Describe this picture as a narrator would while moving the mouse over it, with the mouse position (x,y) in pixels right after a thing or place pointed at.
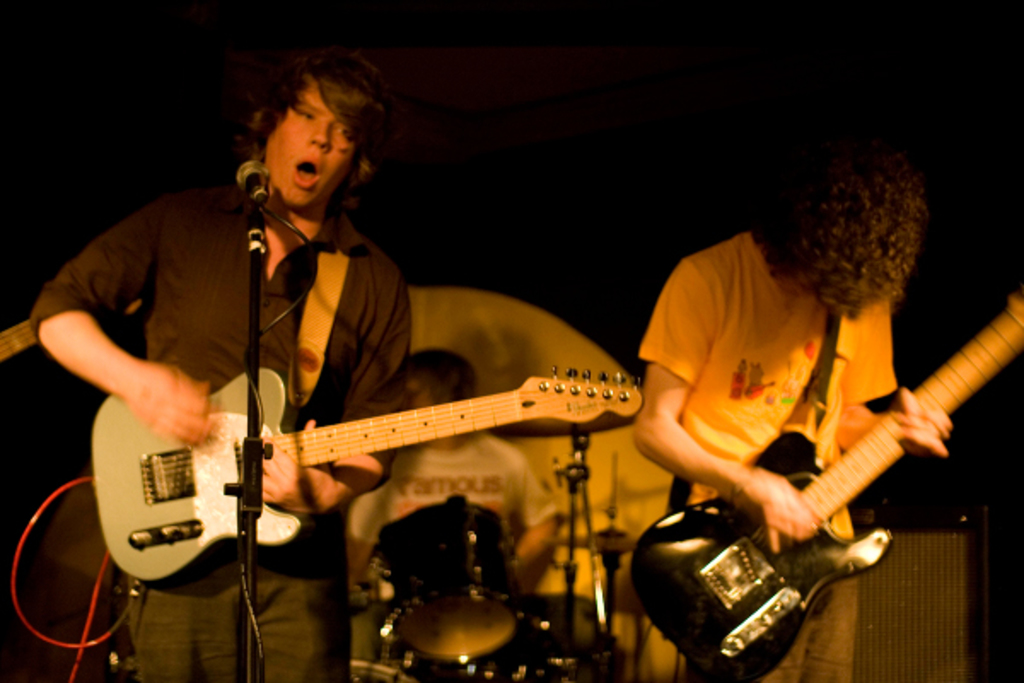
In this picture we can see two persons (708,389) are playing guitar (696,585). This is mike (266,191) and there are some musical instruments (495,546).
